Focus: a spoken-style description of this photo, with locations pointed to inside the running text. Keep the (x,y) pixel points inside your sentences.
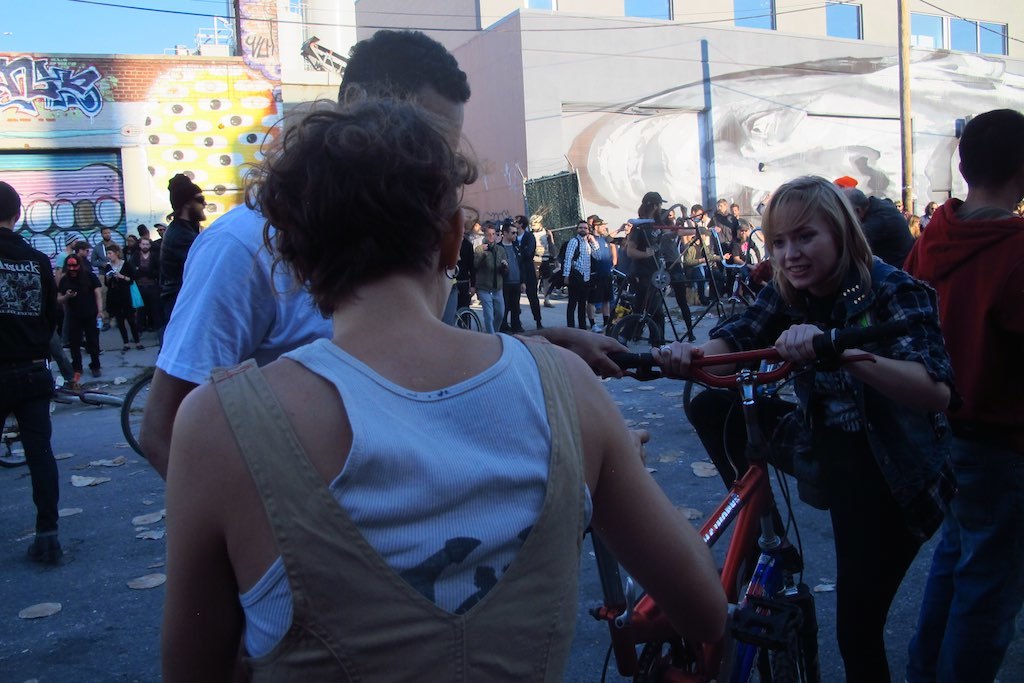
The picture is clicked on a road (725,544) where many people (215,267) are standing two people (789,281) are catching a bicycle (734,562), in the background (226,131) we observe a graffiti (263,162) made on walls (195,143).
